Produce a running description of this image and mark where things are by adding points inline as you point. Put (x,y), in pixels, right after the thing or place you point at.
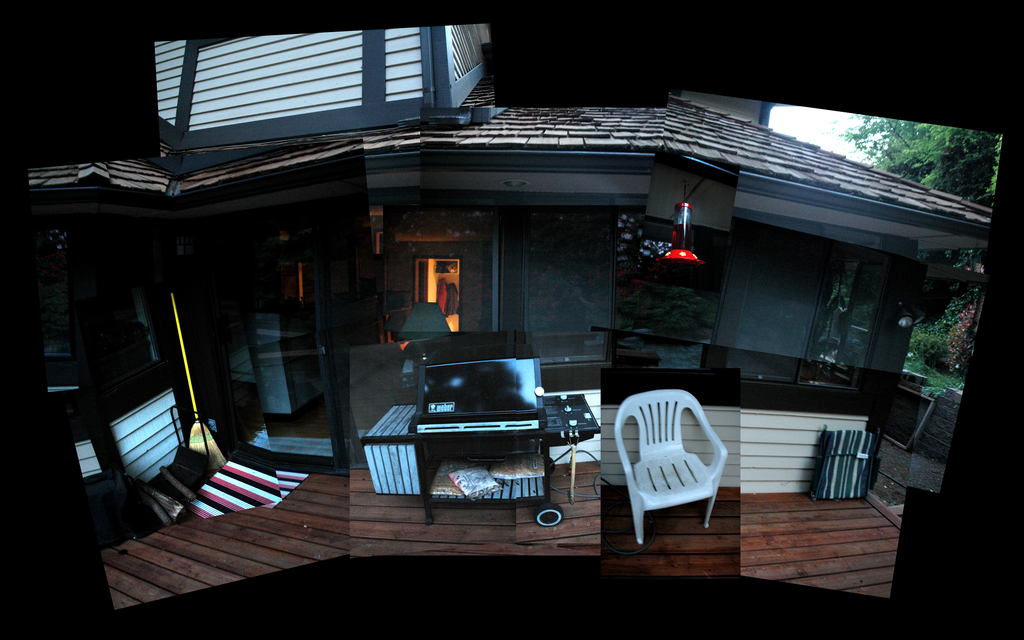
In this picture we can see a house (582,334), a chair (651,392) and light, beside to the house (948,204) we can find few trees (947,184).
